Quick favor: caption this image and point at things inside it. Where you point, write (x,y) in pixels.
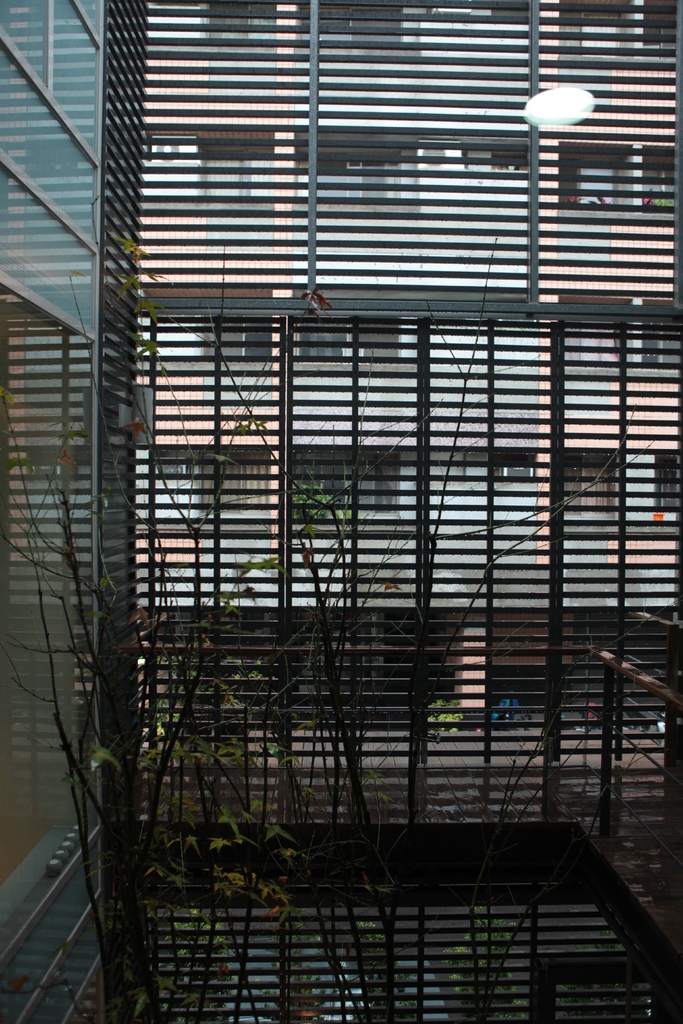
In this picture I can see the plants (140,987) in front (109,977) and I can see the iron bars (324,257) and through the bars (324,99) I can see a building (668,442).
